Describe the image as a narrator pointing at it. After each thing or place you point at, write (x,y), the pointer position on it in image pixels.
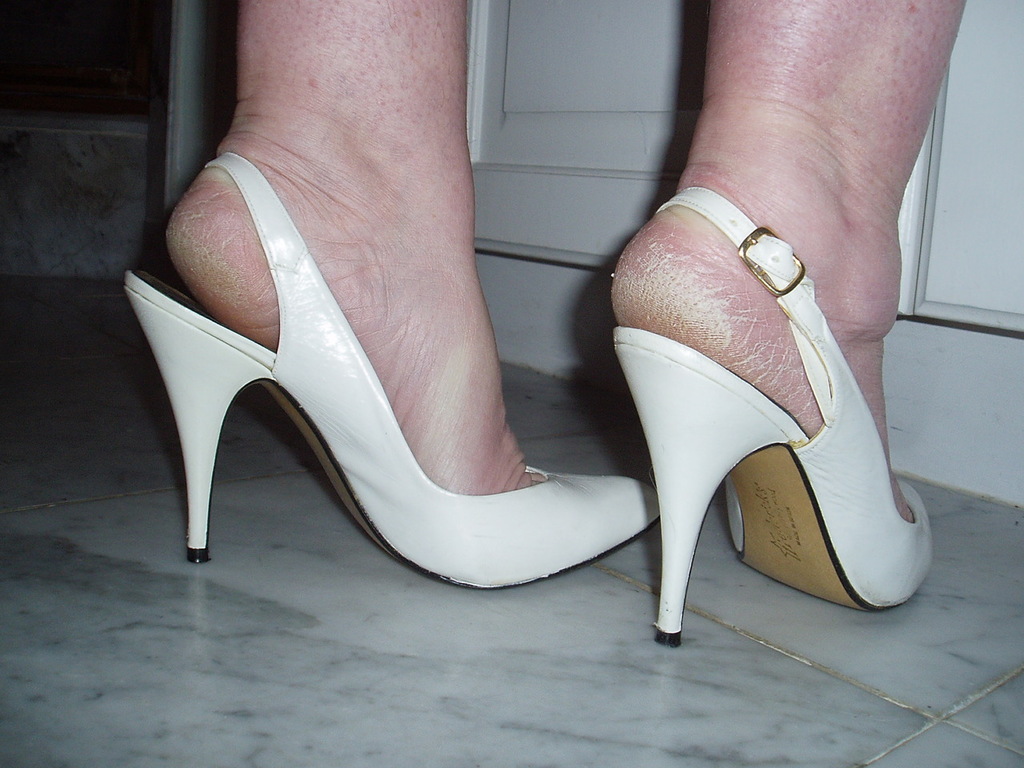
In this image I can see the person (477,455) wearing the footwear (741,473) and I can see the foot wear (361,503) in white and brown color. The person (524,484) standing on the floor (457,660). In the background (572,139) I can see the wooden door (617,142).
